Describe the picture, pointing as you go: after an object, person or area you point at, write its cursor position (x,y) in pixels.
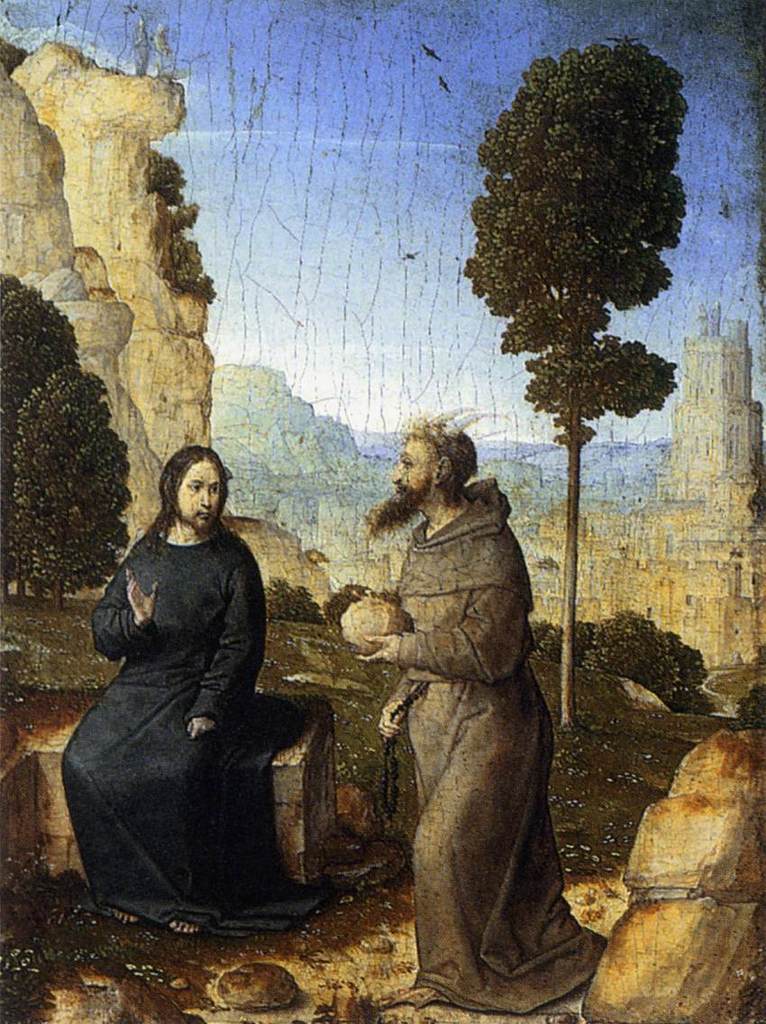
In this image we can see a painting (369,475). There are two persons (144,697), few plants (25,458) and a tree (542,67). There are few houses (666,600) in the image. There is a sky (539,21) in the image.
